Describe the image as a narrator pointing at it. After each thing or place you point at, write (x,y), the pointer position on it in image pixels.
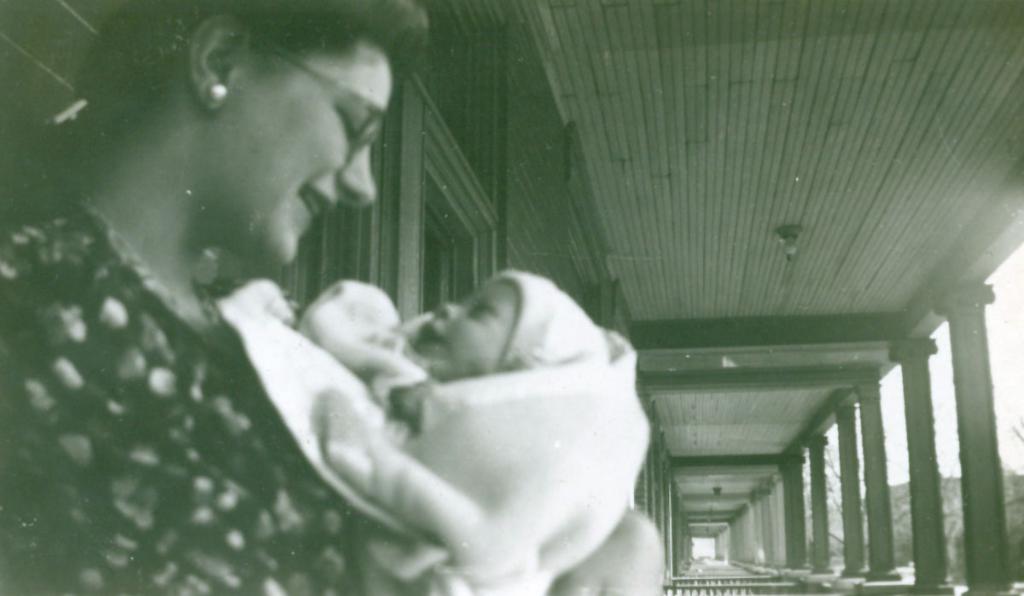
In this black and white picture there is a woman (192,453) holding a infant (430,432) in her hand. She is smiling. Behind her there are pillars (803,528) and a ceiling (633,210) to the wall (549,215). To the right (930,337) there is the sky (1006,382).
